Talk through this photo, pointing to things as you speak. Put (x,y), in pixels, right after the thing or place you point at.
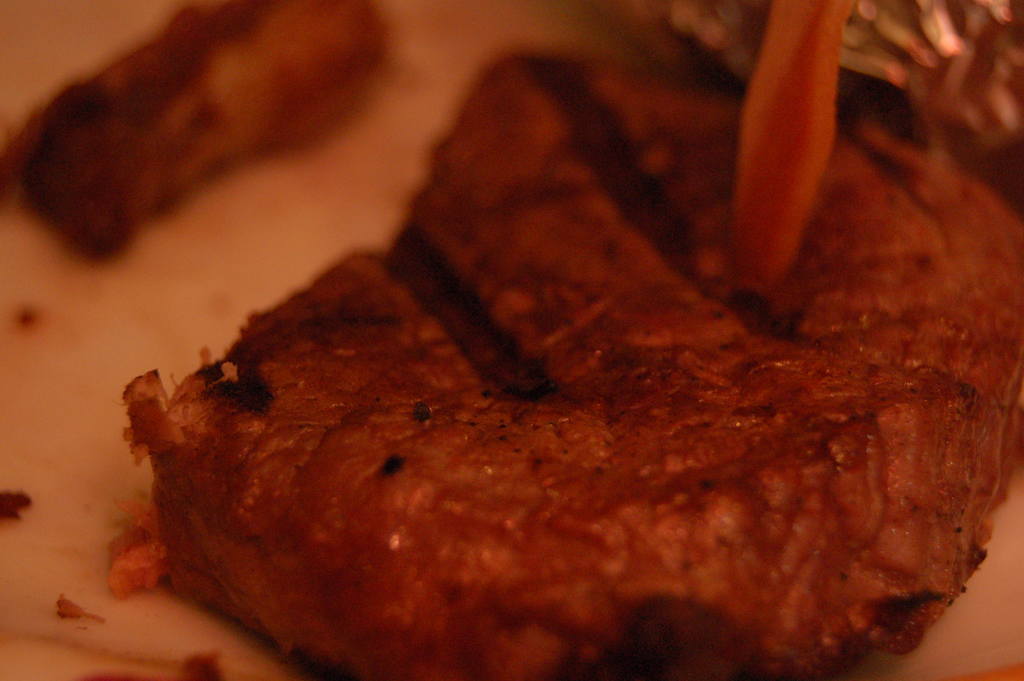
In this image we can see some food (305,342).
